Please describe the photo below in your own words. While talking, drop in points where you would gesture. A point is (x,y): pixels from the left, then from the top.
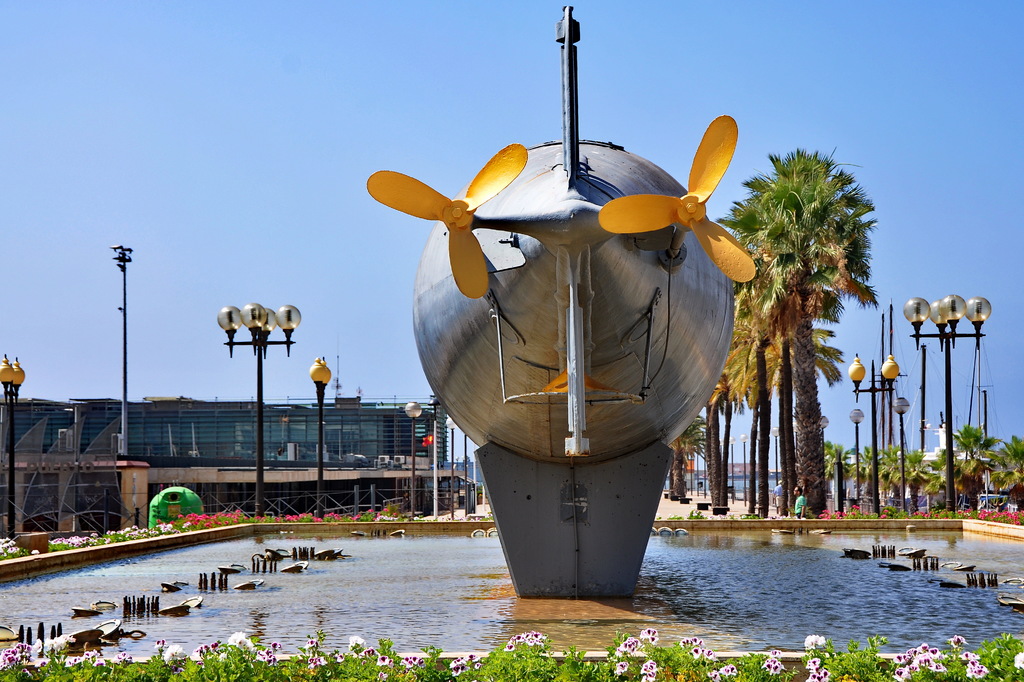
This image is taken outdoors. At the bottom of the image (151,664) there are a few plants (233,657) with beautiful flowers (912,666) and a fountain (167,592). In the middle of the image (615,388) there is a submarine (503,245) with propellers (640,204). At the top of the image (165,111) there is a sky (742,107). In the background (951,408) there are many poles (978,379), trees (809,364) and street lights (950,461) and there is a building (250,429).
